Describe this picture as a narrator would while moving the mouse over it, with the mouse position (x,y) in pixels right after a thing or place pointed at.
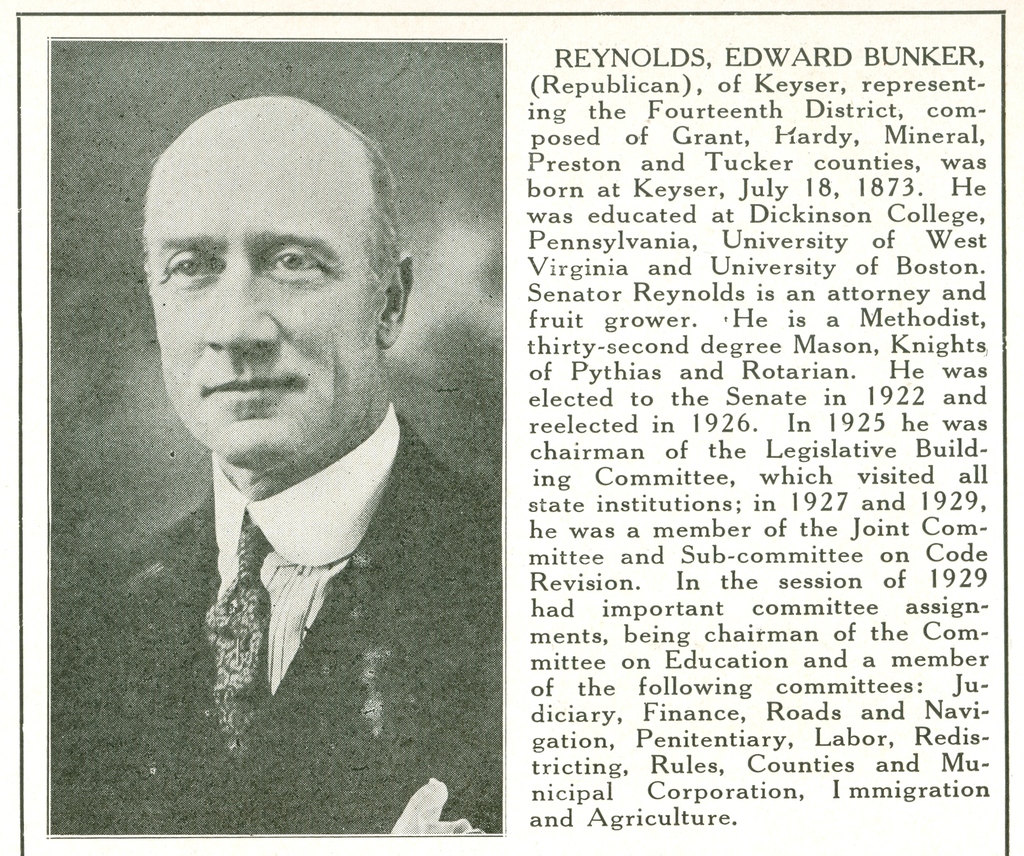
In this picture there is a person (376,590) wearing suit (371,602) in the left corner (339,692) and there is something written beside it in the right corner (720,362).
